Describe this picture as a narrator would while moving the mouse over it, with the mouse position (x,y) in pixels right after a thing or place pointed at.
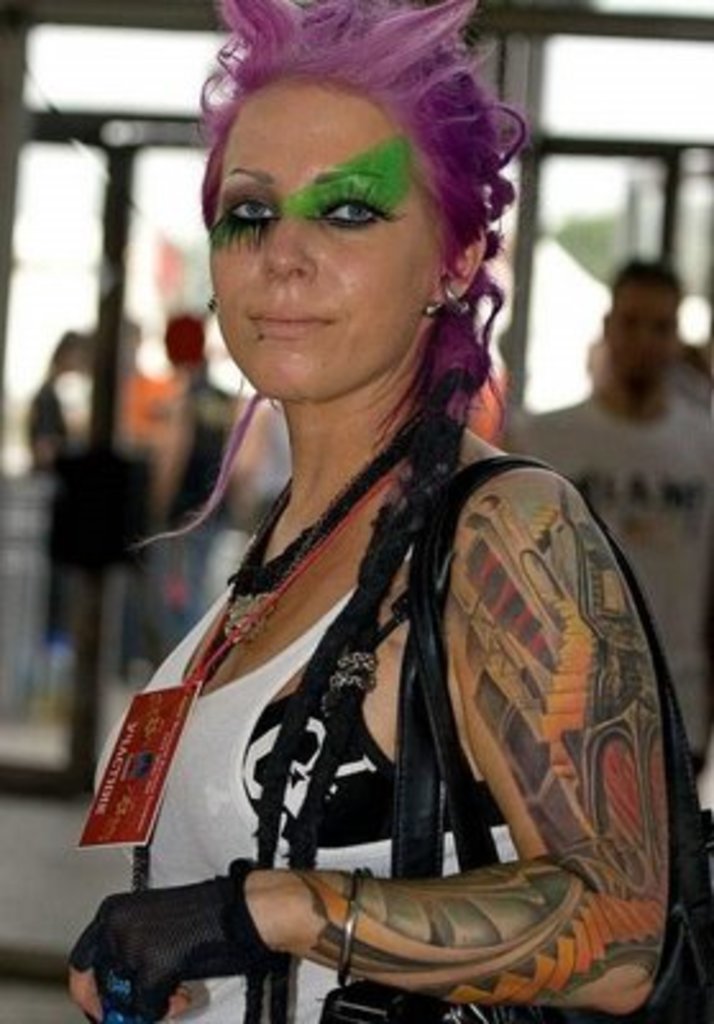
In this image I can see the person (336,815) with the card (128,757). There is a tattoo (556,799) on the person's hand (429,943). In the back (218,454) I can see few more people (273,450) with different color dress (132,420) and it is blurry.
